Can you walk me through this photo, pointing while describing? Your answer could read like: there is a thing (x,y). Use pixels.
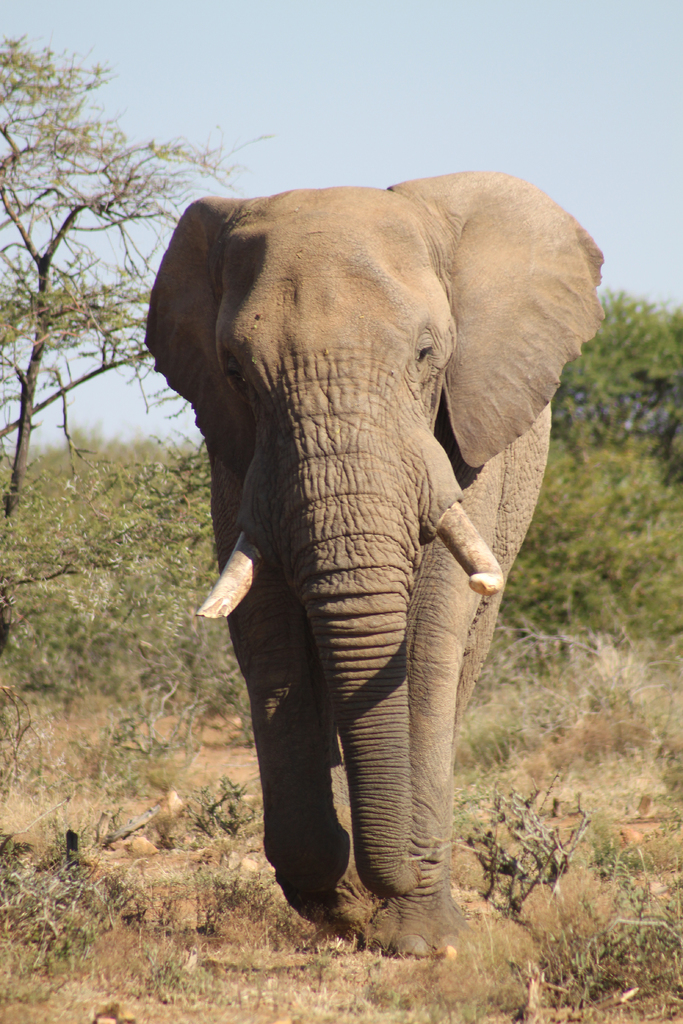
In this image I can see an elephant (478,605) and the elephant (429,345) is in brown color. Background (495,117) I can see the trees (55,274) in green color and the sky (299,87) is in blue color.
